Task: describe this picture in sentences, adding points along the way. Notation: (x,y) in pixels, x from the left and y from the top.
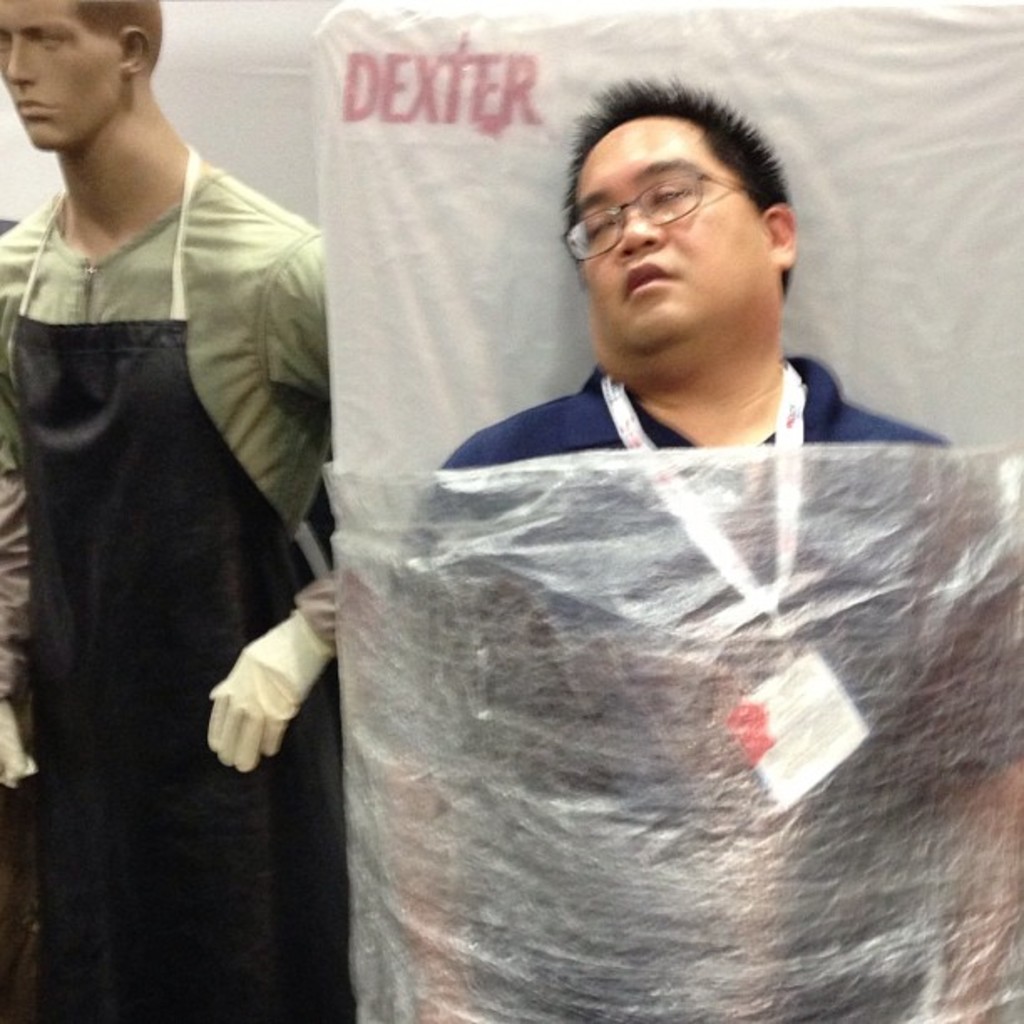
On the right side of the image (710,645) we can see a person (703,371) and the bed (425,199). On the left side of the image (241,698) there is a mannequin (143,659). In the background (238,128) we can see wall (254,131).
